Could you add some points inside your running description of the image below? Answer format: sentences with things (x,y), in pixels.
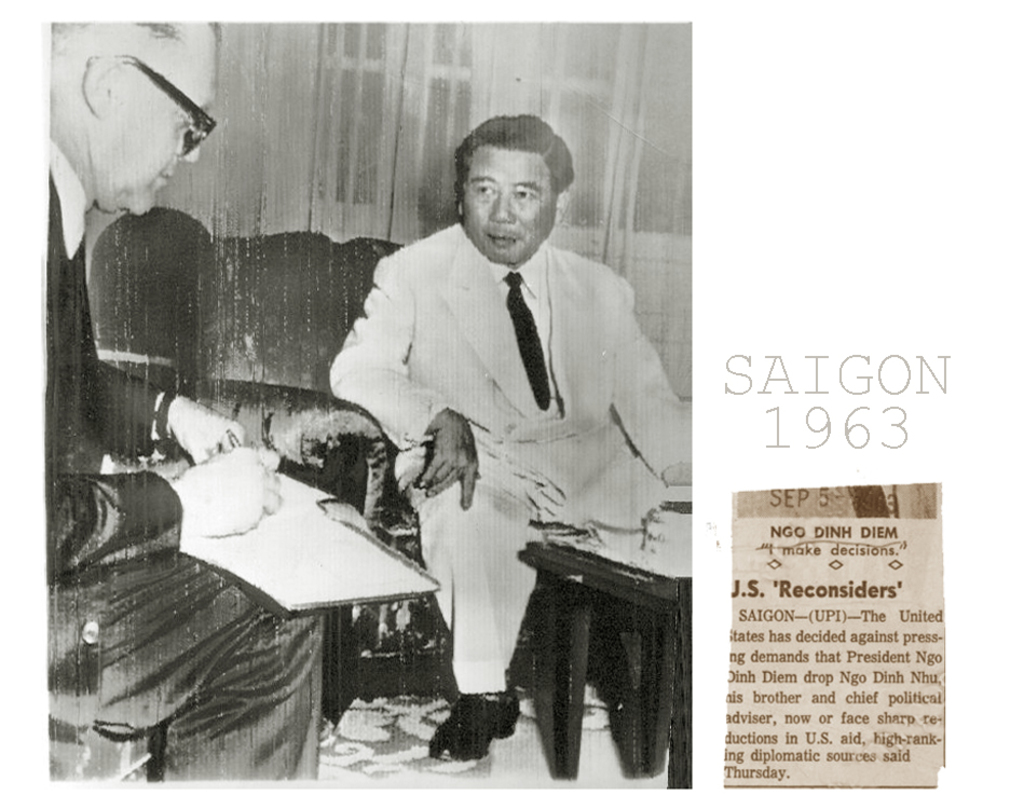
In this picture we can observe two men (144,165) sitting in the sofa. One of the men (167,128) is wearing spectacles (166,90) and holding a book (310,560) in his hand (262,485) and writing on it. In the right side (792,692) we can observe an article (827,661) in the newspaper (835,646). This is a black and white image. In the background (267,165) there are curtains (423,72) and doors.
